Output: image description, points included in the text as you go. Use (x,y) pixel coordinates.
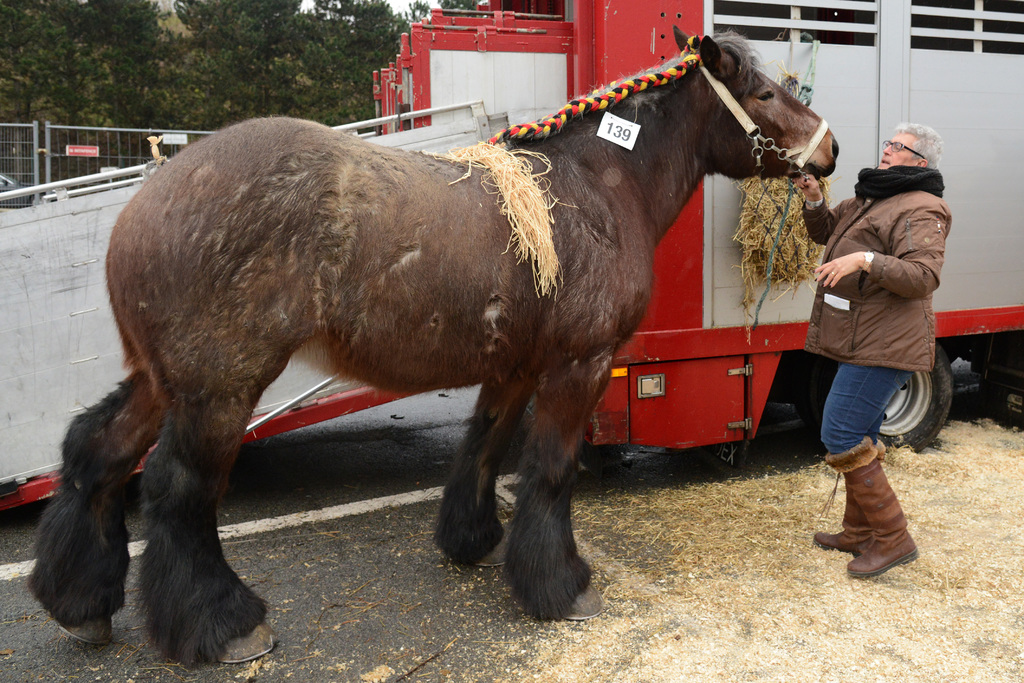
In this image we can see a person (880,309) holding the horse (489,248) and at the back side (984,325) there is a vehicle (976,102) and at the background (267,92) there are trees (192,66).
